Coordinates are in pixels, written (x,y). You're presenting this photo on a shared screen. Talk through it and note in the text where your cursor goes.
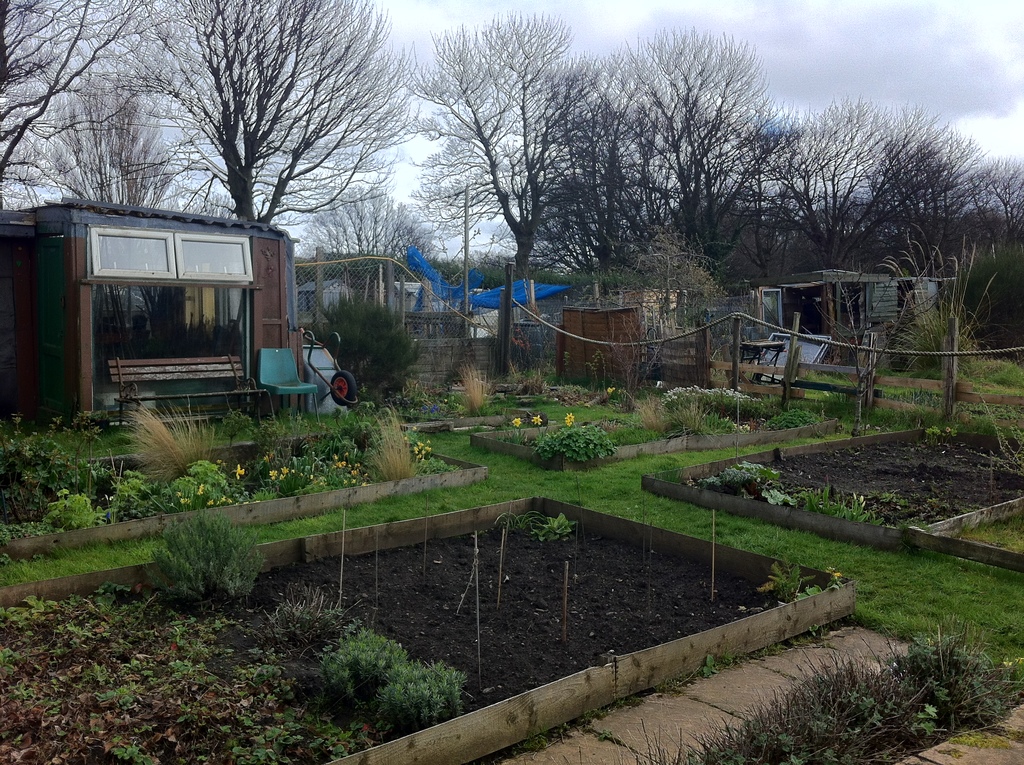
In the image to the bottom (86,573) there is a garden area (307,478). To the bottom corner of the image (97,588) there is a rectangular shape area (490,612) with grass (642,522) and black soil (417,609) in it. To the right side of the image (897,482) there is also a rectangular area (887,476) with black soil (887,476) and grass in it. On the ground (521,472) there is a grass (409,501) and plants (174,489) with flowers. In the background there is a room (145,357) with windows (244,357). In front of the room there is a bench (264,391) and chair (278,363). And also there are many trees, fencing (438,351). wooden poles (502,347) with rope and to the top of the image (142,107) there is a sky (997,23).
